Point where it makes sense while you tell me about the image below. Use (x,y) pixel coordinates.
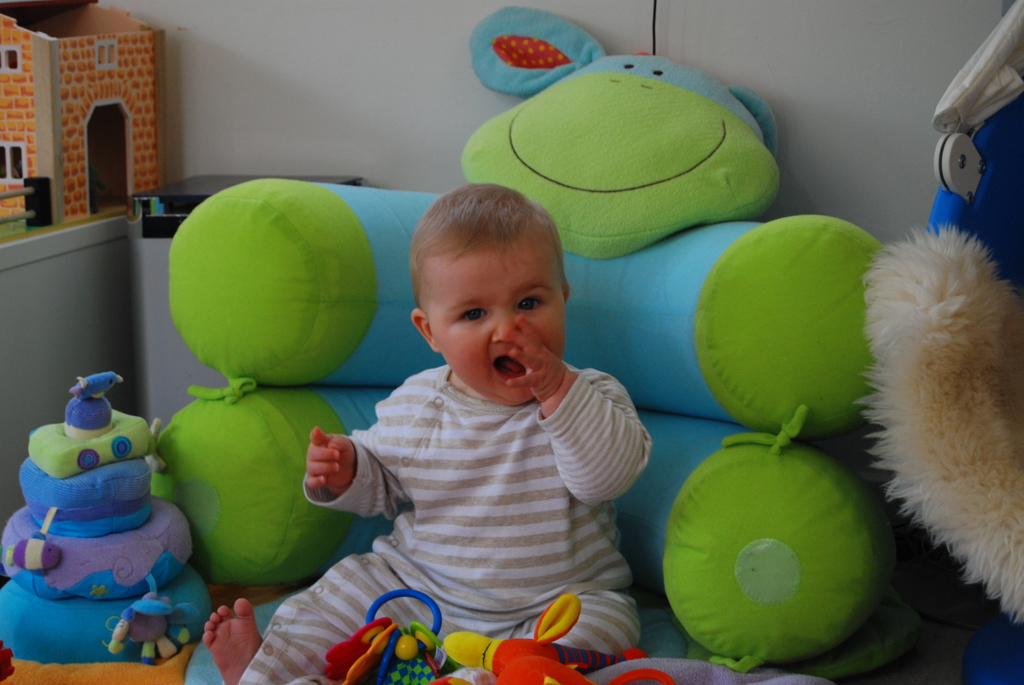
In this image there is a boy (504,548) sitting in the sofa (297,548). There are toys (160,587) around him. In the background (381,64) there is a wall (338,54). On the left side (88,141) there is a toy house (64,124) on the desk (69,247). The kid (517,476) is keeping his hand (533,373) in his mouth (516,369).
